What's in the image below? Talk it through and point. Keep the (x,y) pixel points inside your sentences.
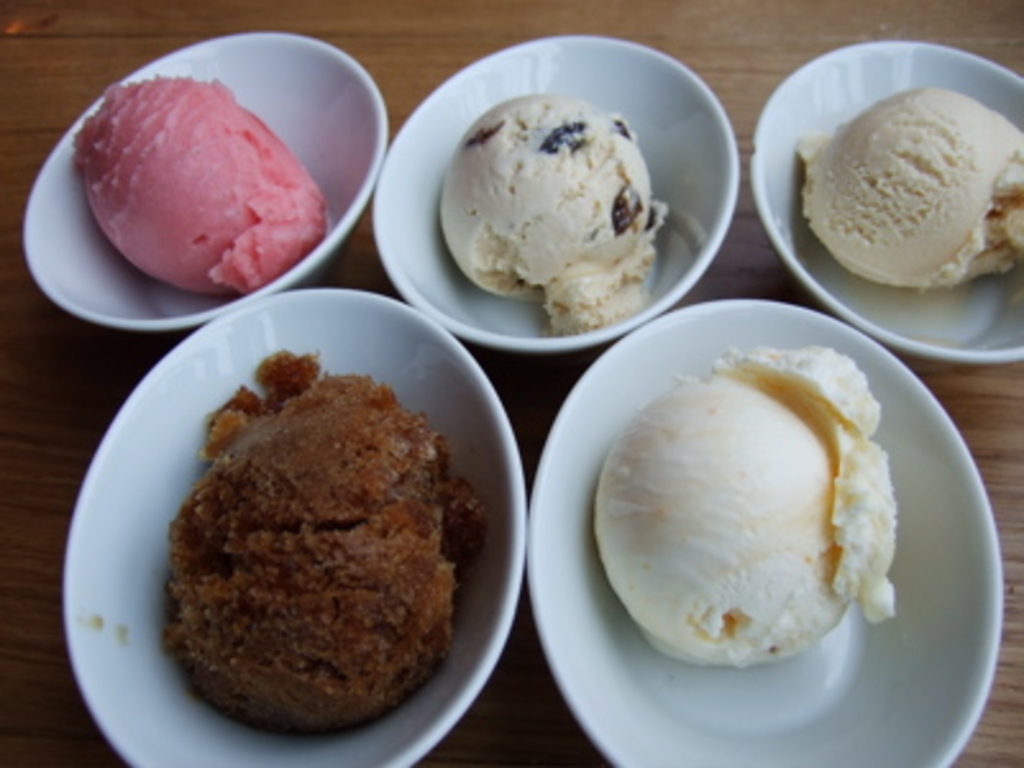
In this picture we can see bowls (714,758) with ice creams (261,616) on the wooden platform (1018,592).
